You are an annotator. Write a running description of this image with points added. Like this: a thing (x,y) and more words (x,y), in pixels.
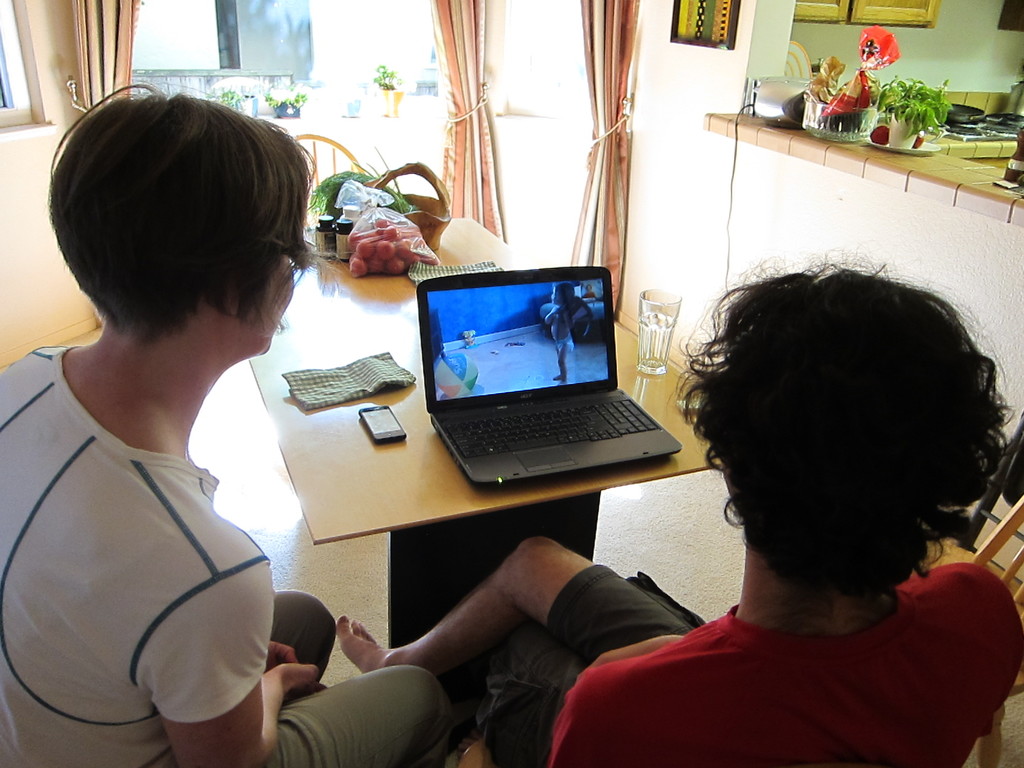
The picture consists of a room (710,240) in which there are two people (139,665) sitting on the chairs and in front of them there is one table (662,464) and on the table (451,494) one laptop (540,437), mobile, napkins (319,395), fruits (350,262), basket (403,190) and some glasses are present and at the right corner (1000,208) there is one countertop (929,187) on which some groceries (852,126) are present and one stove (976,133) and a pan (962,117) on it and there are curtains (105,85) and some flowers plants (392,105) outside of the room (309,202).
